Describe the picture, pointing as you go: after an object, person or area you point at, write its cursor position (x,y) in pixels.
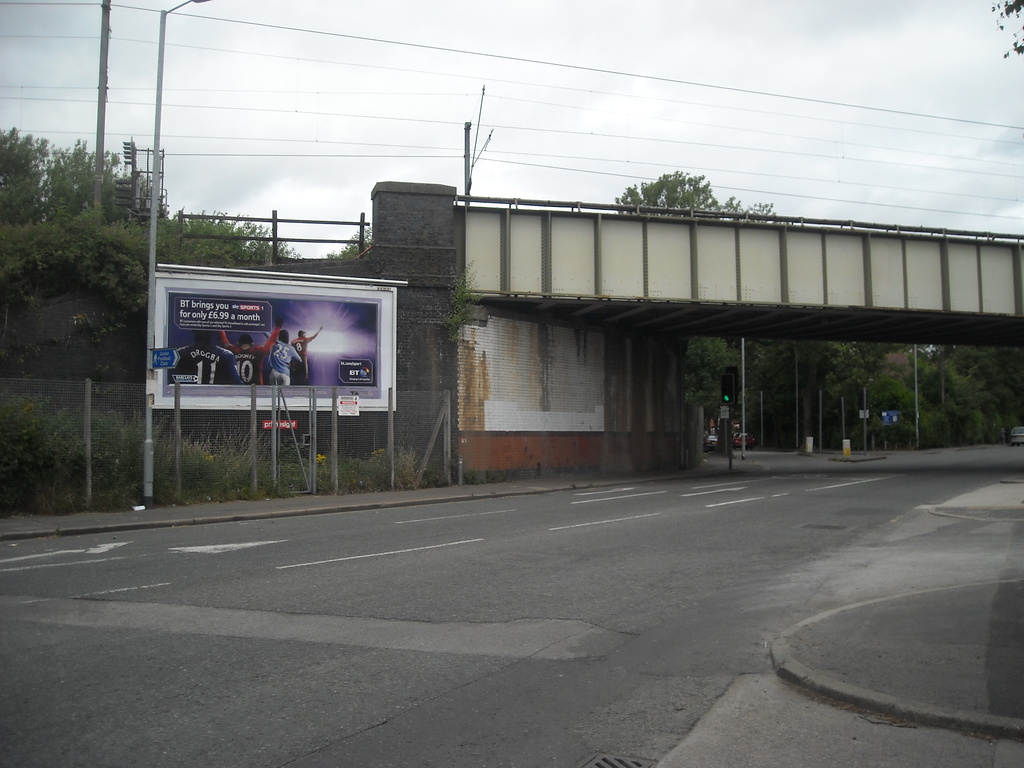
In this picture I can see boards (311,321), there is fence (364,424), there are poles (252,431), lights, there are plants (211,467), trees (40,243), there is a bridge (682,404), there are cables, and in the background (543,152) there is the sky (440,113).
